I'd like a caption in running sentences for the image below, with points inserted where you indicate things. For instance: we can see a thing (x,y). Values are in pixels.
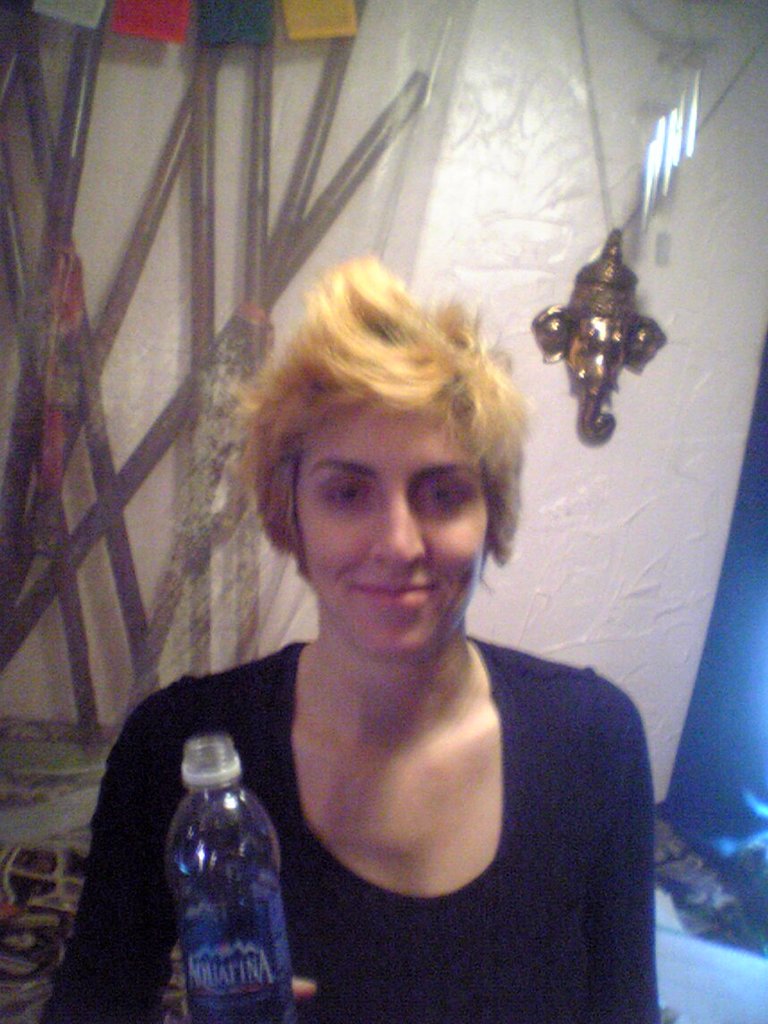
Here we can see a woman (369,454) sitting and smiling, and holding a bottle (197,840) in her hand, and at back (519,215) here is the wall (532,201).
